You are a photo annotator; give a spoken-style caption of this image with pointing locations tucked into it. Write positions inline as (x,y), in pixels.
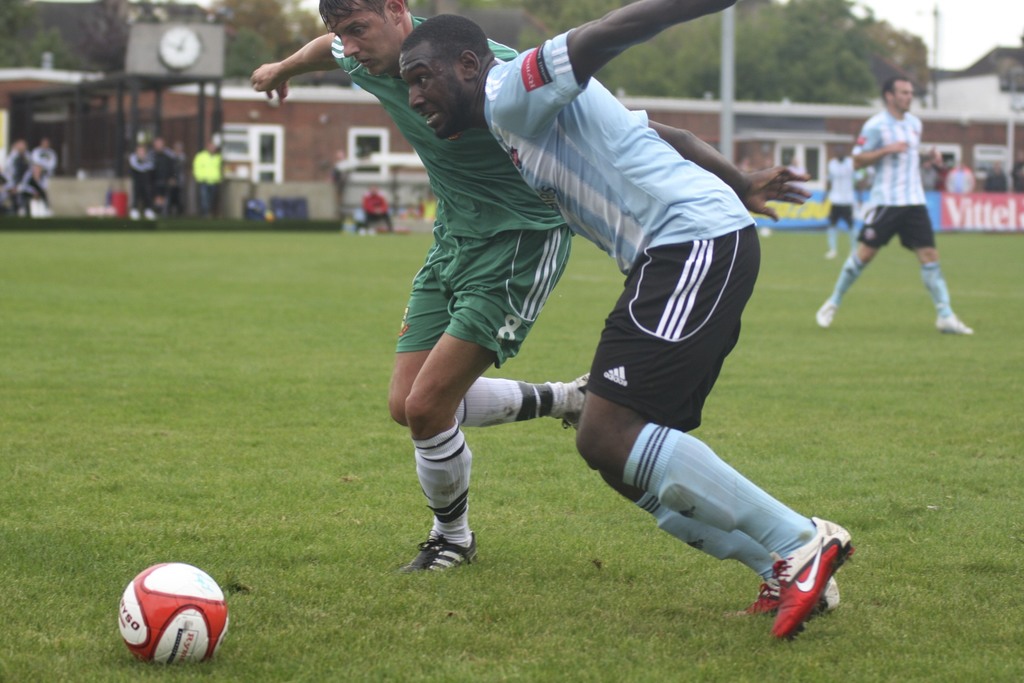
In this picture I can see few people (622,334) playing football and I can see grass (484,543) on the ground (706,563) and few people (164,161) are standing in the back (877,118) and I can see buildings (55,120), trees (736,47) and a pole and I can see a clock (184,49) and grass (387,440) on the ground (449,629) and I can see couple of them sitting on the chairs (305,213).
